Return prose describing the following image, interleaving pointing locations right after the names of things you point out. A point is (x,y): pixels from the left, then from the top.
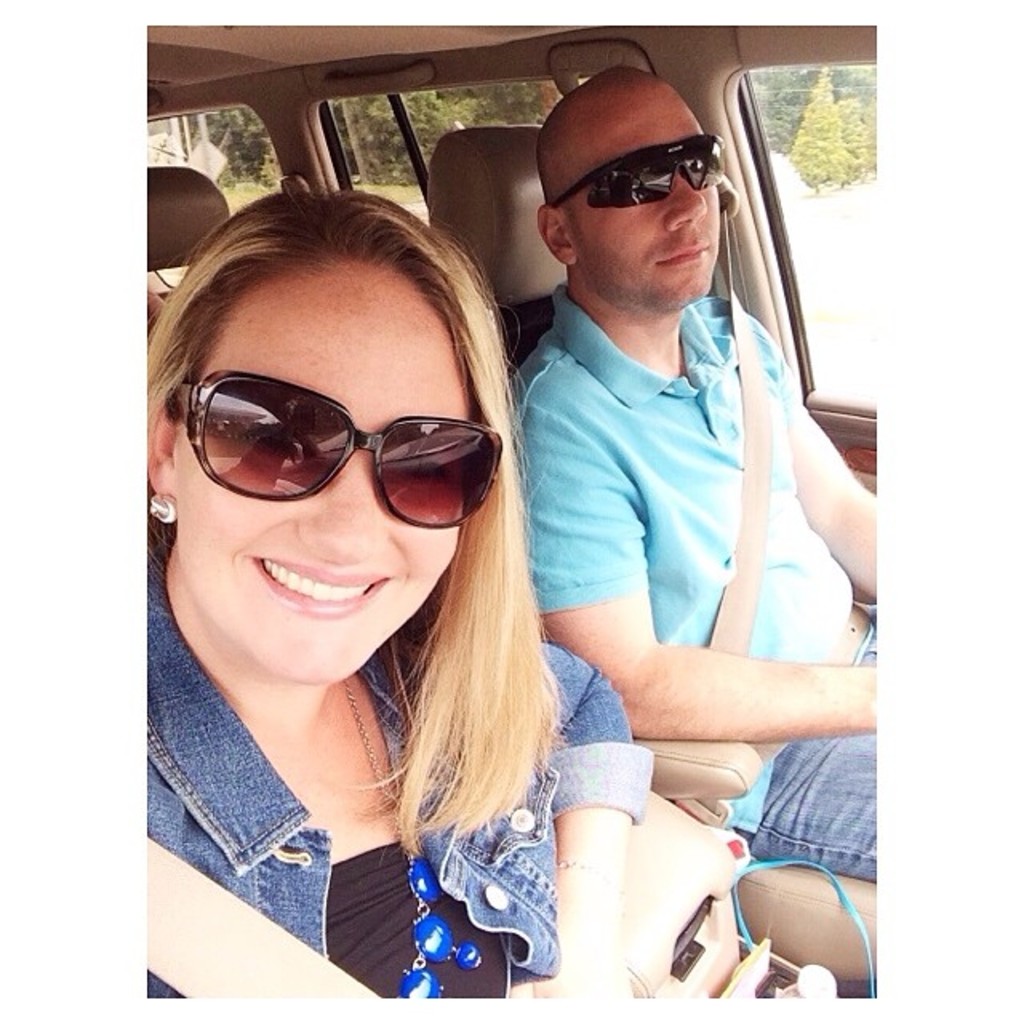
This picture is taken inside a vehicle (766,205). A woman (353,670) is sitting on the seat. She is wearing goggles (425,473). Beside her there is a person (693,527) wearing goggles (679,155). From the windows (842,202) of the vehicle (248,87) few trees (876,155) are visible.
